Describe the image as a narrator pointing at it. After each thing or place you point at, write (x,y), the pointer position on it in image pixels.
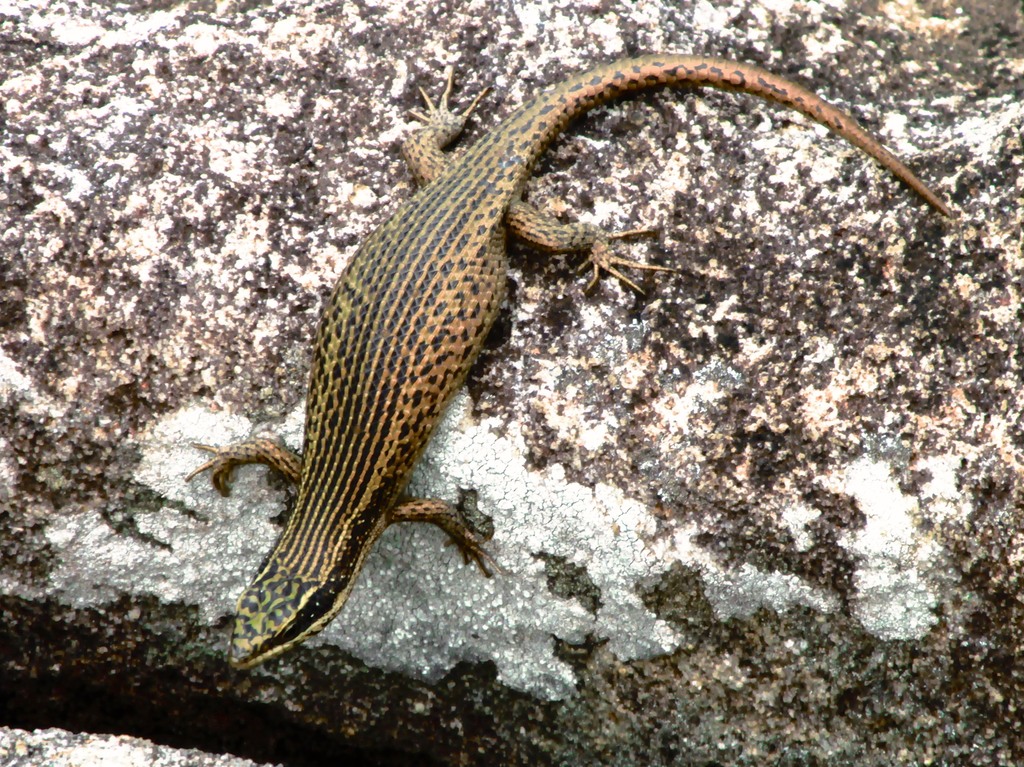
This picture seems to be clicked outside. In the center (591,260) we can see a reptile (587,234) on an object (118,396) which seems to be the rock (197,217).
